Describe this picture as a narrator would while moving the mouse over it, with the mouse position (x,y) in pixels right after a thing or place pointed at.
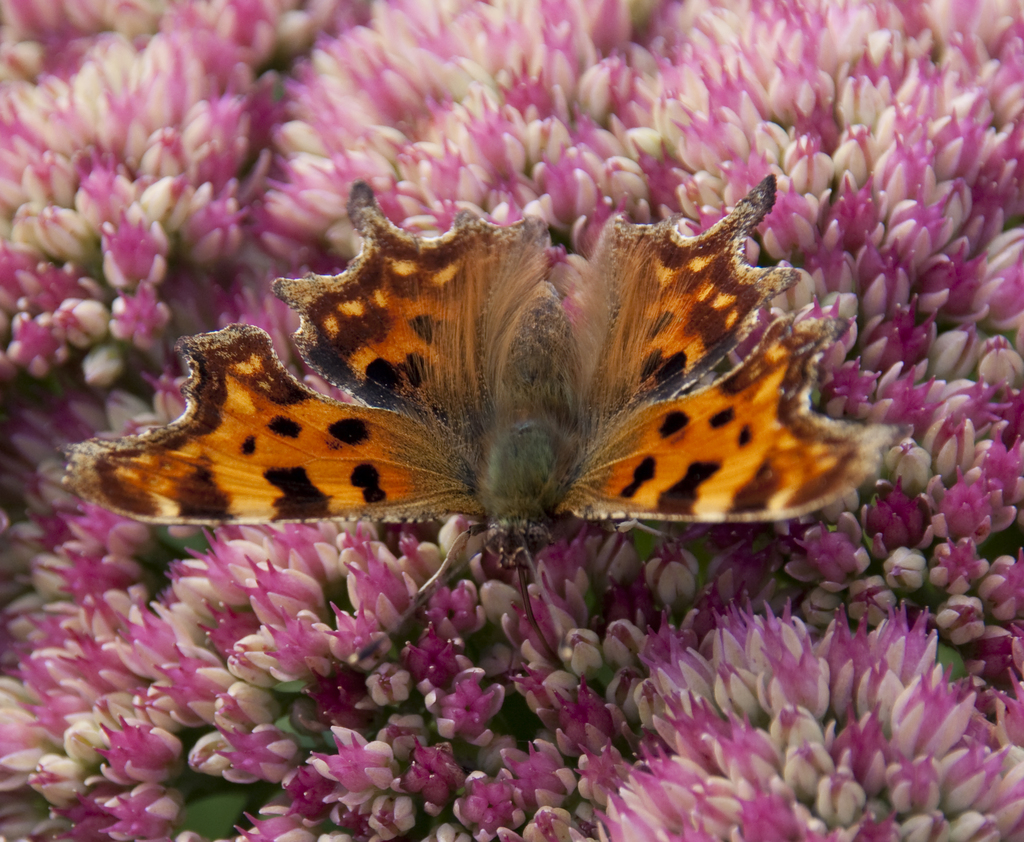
In this picture we can see a butterfly (415,507) on flowers (644,131).
